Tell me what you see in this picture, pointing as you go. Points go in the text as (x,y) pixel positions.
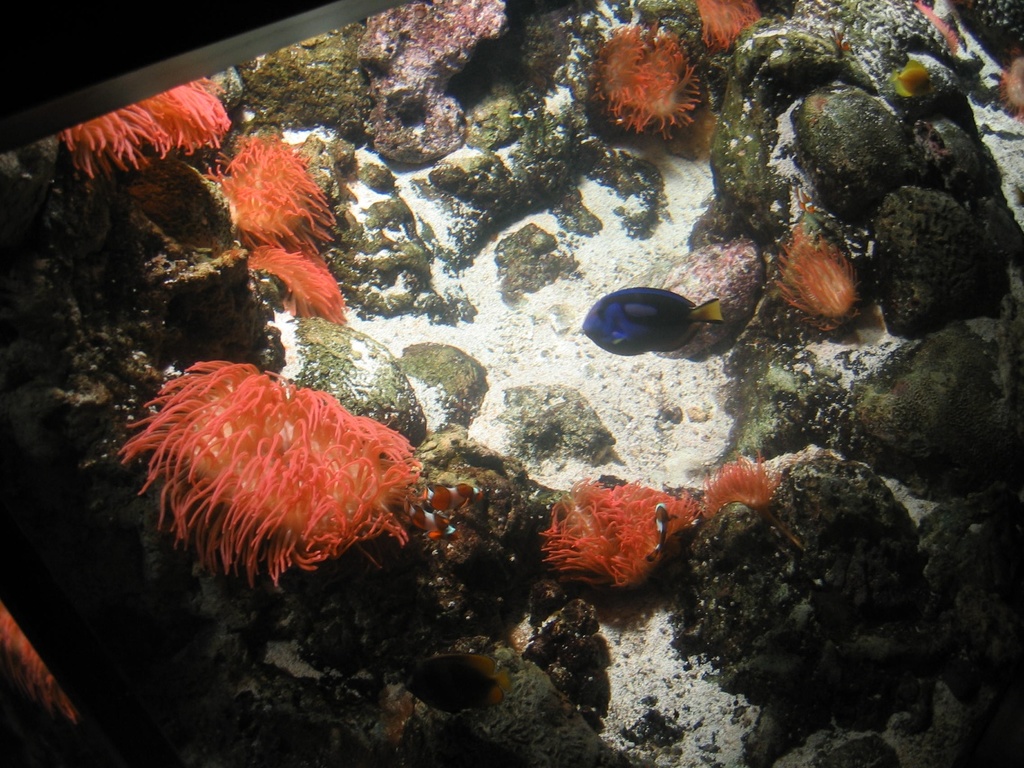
In this image we can see there is an underwater environment (433,368). And there is a fish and orange color object (288,474) looks like a plant (382,467). And there are stones (723,267).
